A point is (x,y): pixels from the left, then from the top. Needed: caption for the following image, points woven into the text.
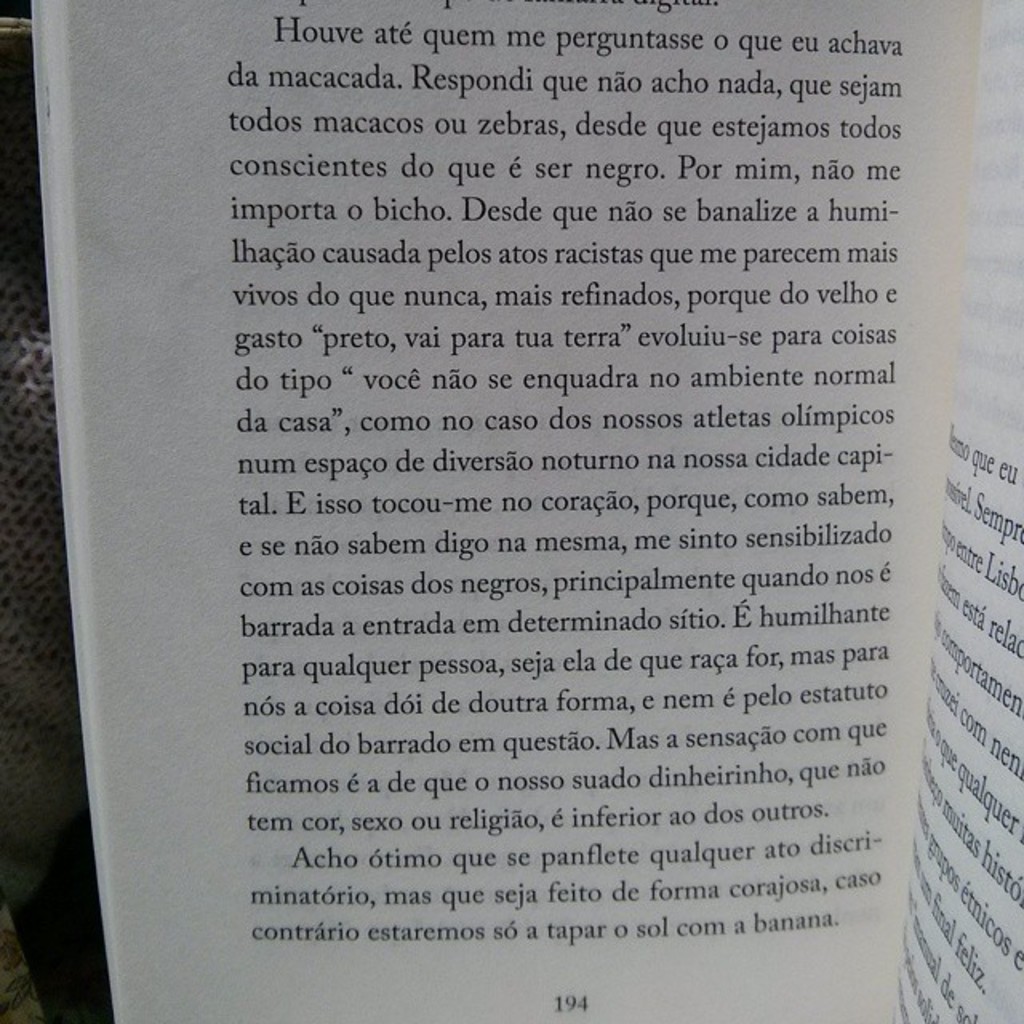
In this picture we can see pages (559,558) of a book (555,511).
